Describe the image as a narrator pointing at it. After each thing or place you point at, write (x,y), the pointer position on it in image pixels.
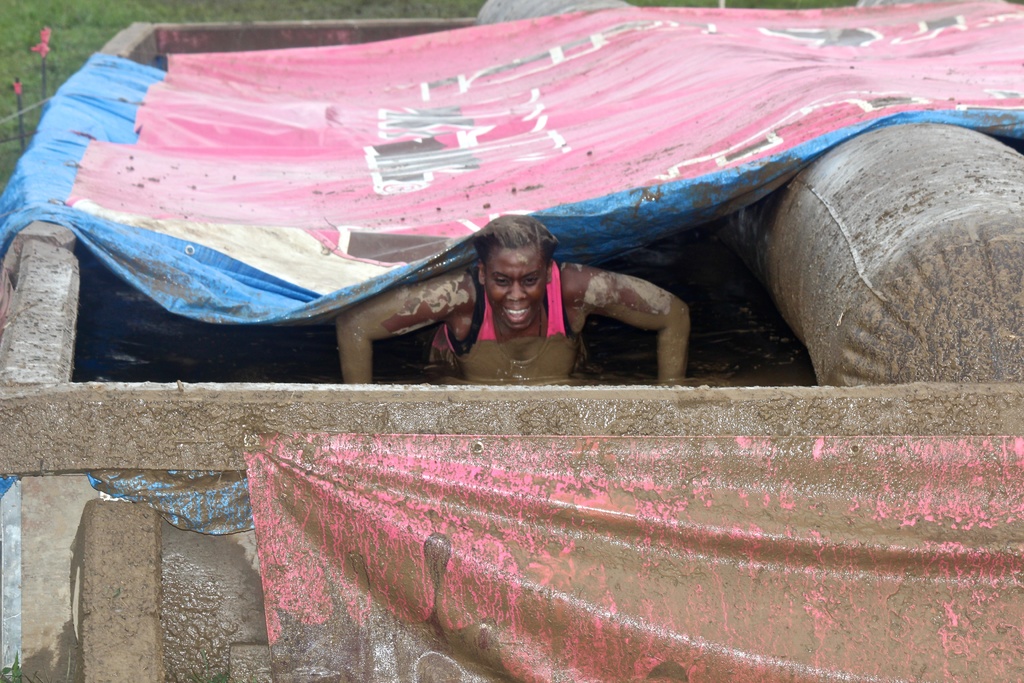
In this image I see a person (456,319) over here who is wearing tank top (477,278) and I see that the person (567,310) is in the water (712,290) and I see the banners (890,106) and I see a thing (826,348) over here. In the background (65,11) I see the green grass (170,18).
